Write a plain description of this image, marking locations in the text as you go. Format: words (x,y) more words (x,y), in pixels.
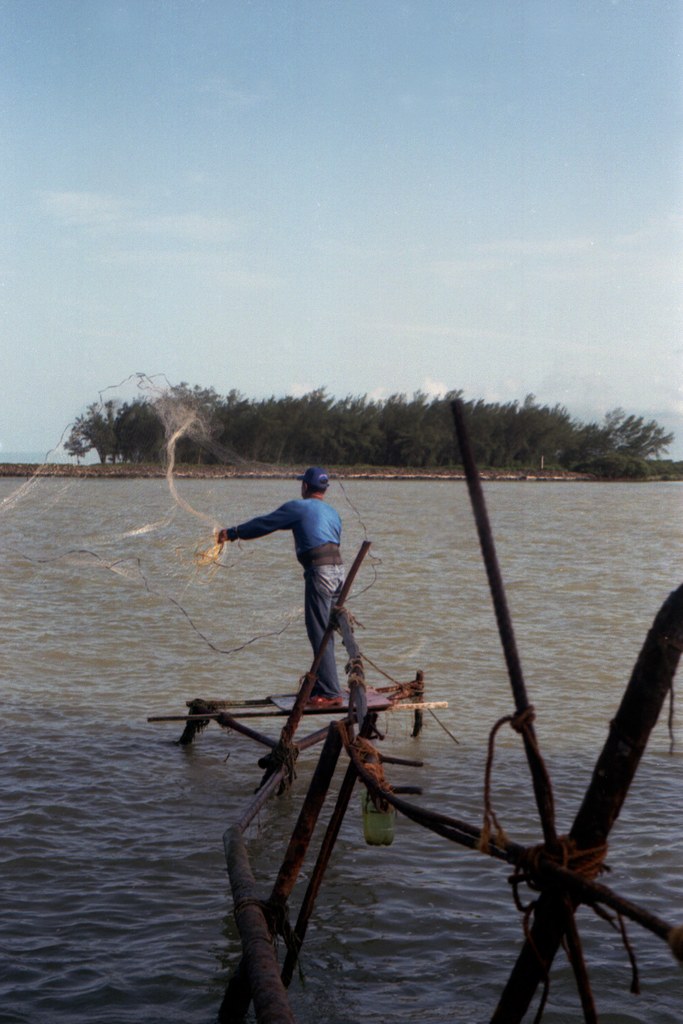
At the front of the image (225,849) there are wooden sticks (356,760) with a man (305,536) is standing on it. And the man (315,535) is throwing a net (159,392) into the water (369,557). In the background (181,460) there are trees (496,426). At the top of the image (243,175) there is a sky (295,238).
